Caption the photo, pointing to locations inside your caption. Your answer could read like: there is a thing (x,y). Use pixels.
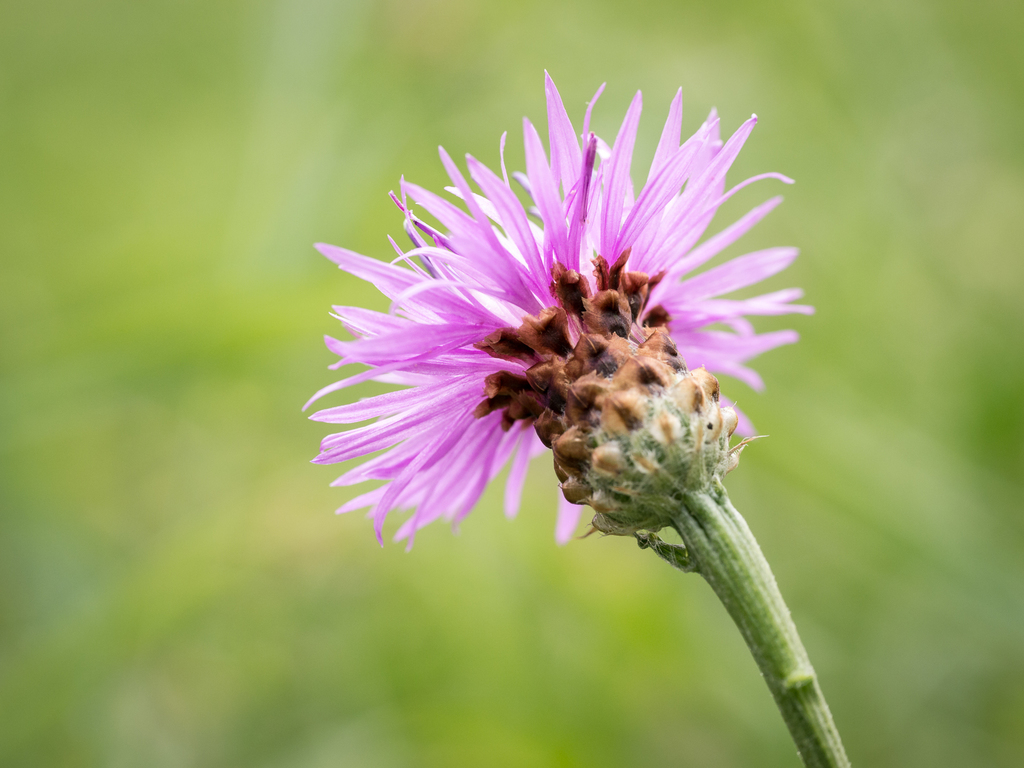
In the picture we can see a flower (557,305) which is in pink color and the background (61,124) image is blur.
